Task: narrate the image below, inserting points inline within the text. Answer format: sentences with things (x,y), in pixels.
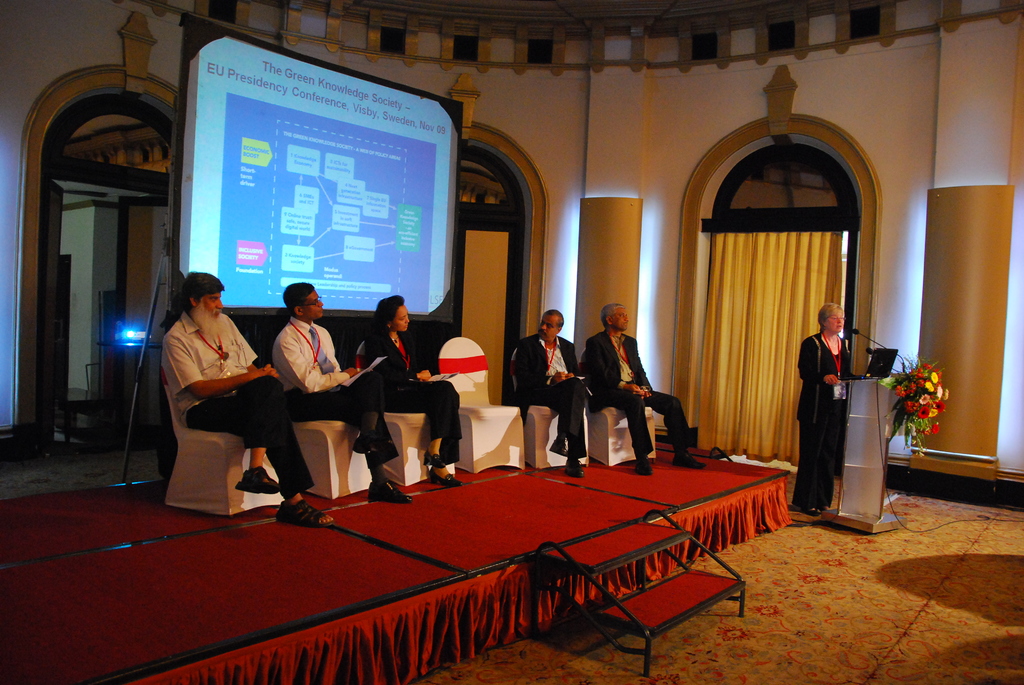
In this image in the center (439,423) there are some people (255,428) who are sitting on chairs (227,433) and one person (326,408) is holding papers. On the right side (826,415) there is one women (828,381) who is standing, in front of her there is one podium (857,413). On the podium (871,384) there is one laptop (875,365) and mike (869,352) it seems that she is talking and in the background (234,165) there is a projector (275,105) and some windows (794,223), doors (54,365) and curtains (778,272). And at the bottom (777,590) there is a carpet (834,566) on the floor (786,554), on the top (707,20) there is ceiling (674,20).
